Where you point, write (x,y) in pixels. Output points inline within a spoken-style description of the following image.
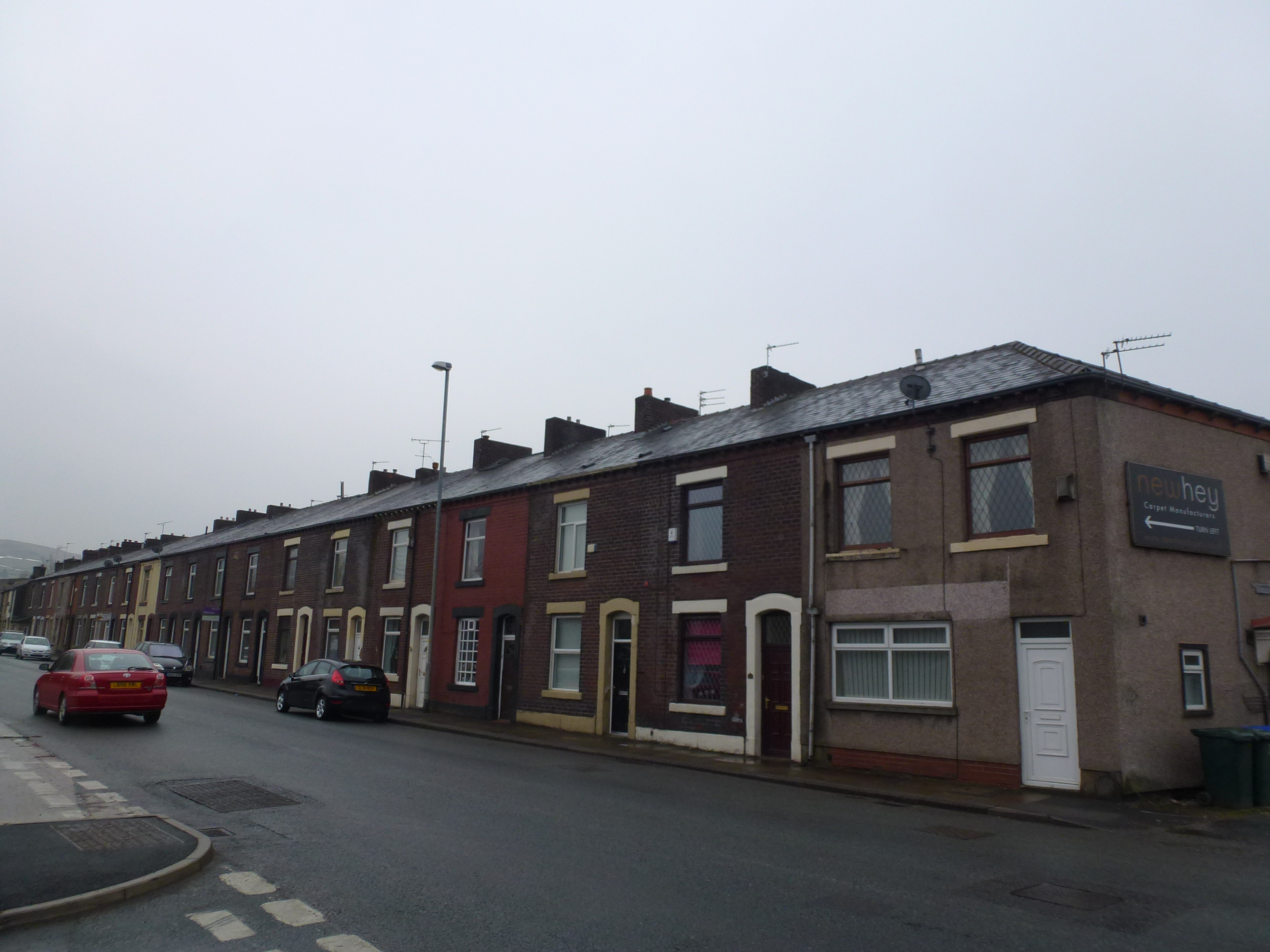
In the center of the image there are cars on the road (366,828). On the right side of the image (1238,735) there are dustbins (1238,735). In the background of the image (710,661) there are buildings (626,589). There are glass windows (718,520). There are doors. There is a street light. At the top of the image (615,117) there is sky (583,99).
